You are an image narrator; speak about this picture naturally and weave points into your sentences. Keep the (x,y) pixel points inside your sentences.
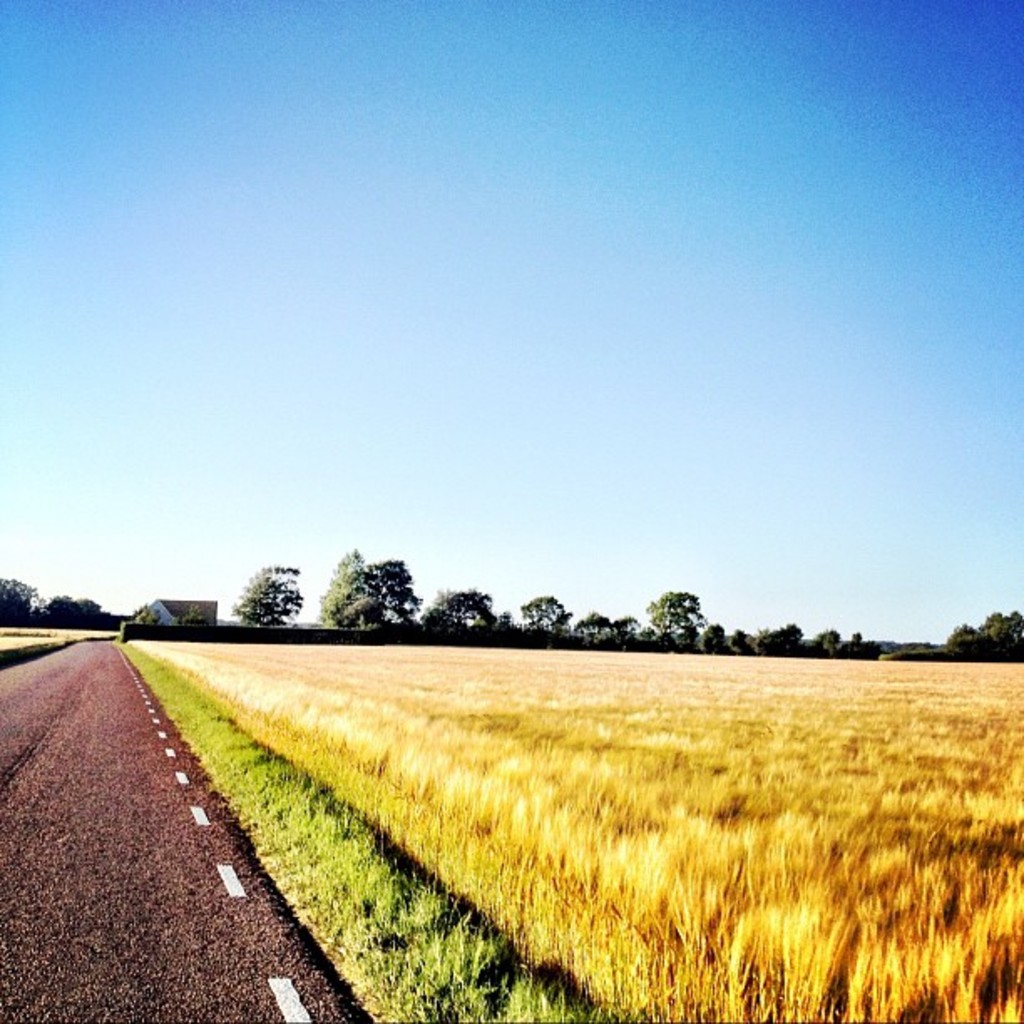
In this picture I can see many trees (143,618), plants (807,895), grass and farmland (634,801). On the left (54,854) I can see the road (62,753). At the top (563,145) I can see the sky (551,187). In the background (193,614) there is a shed (164,608).
